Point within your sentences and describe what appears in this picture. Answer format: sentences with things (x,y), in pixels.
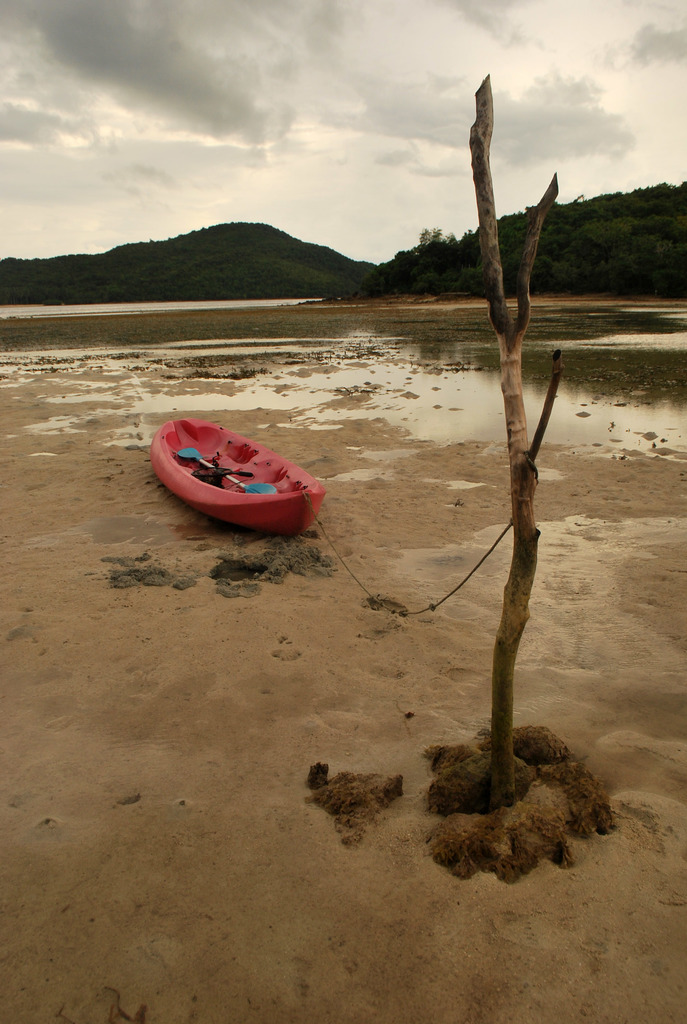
In this image I can see the sky (297,112) and the hill (217,241) and the water lake (619,310) and a pink color boat (160,438) visible on the sand (156,840) in the middle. and I can see a trunk (552,381) of tree (512,404).
